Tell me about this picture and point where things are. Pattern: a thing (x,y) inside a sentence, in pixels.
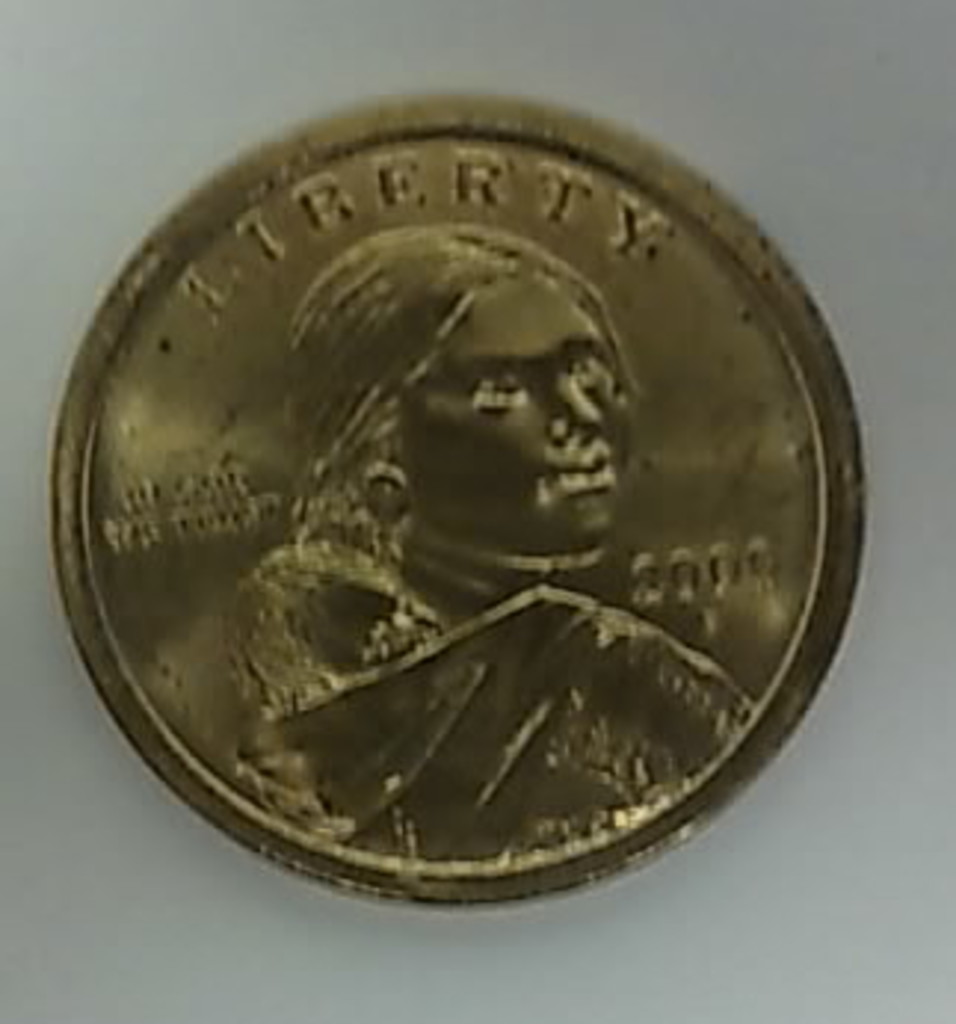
In the picture I can see the gold coin (536,581) and there is a photo (528,513) of a woman (336,487) on the gold coin (467,443).
